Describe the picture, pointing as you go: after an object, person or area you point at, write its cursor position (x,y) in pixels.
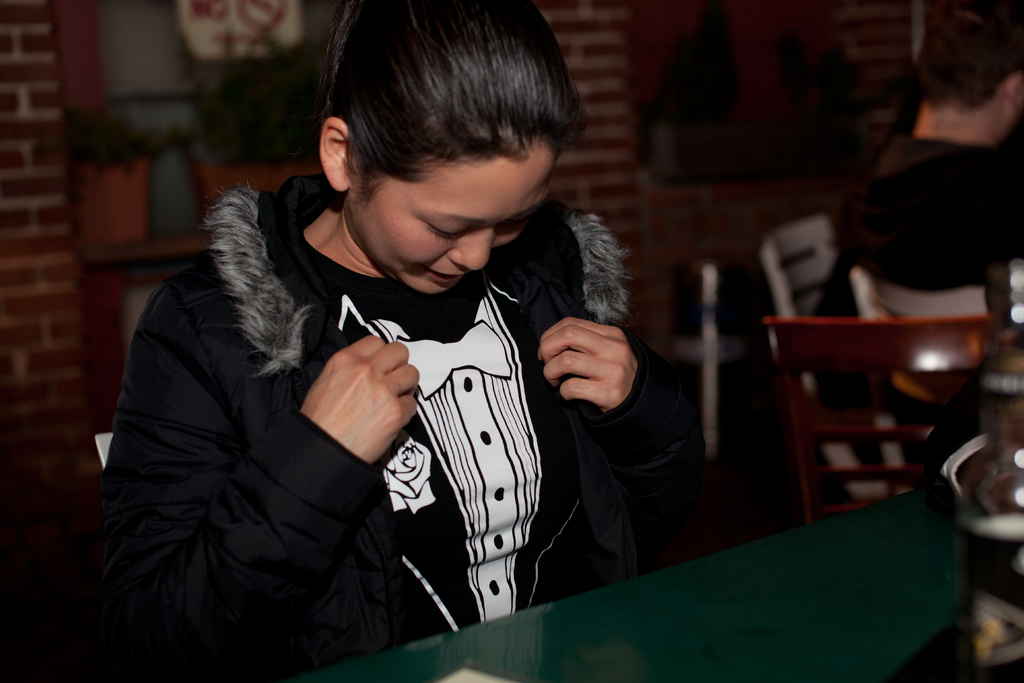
In the given image we can see a girl (294,400) wearing black color jacket (293,496). These are the chairs (811,374).
